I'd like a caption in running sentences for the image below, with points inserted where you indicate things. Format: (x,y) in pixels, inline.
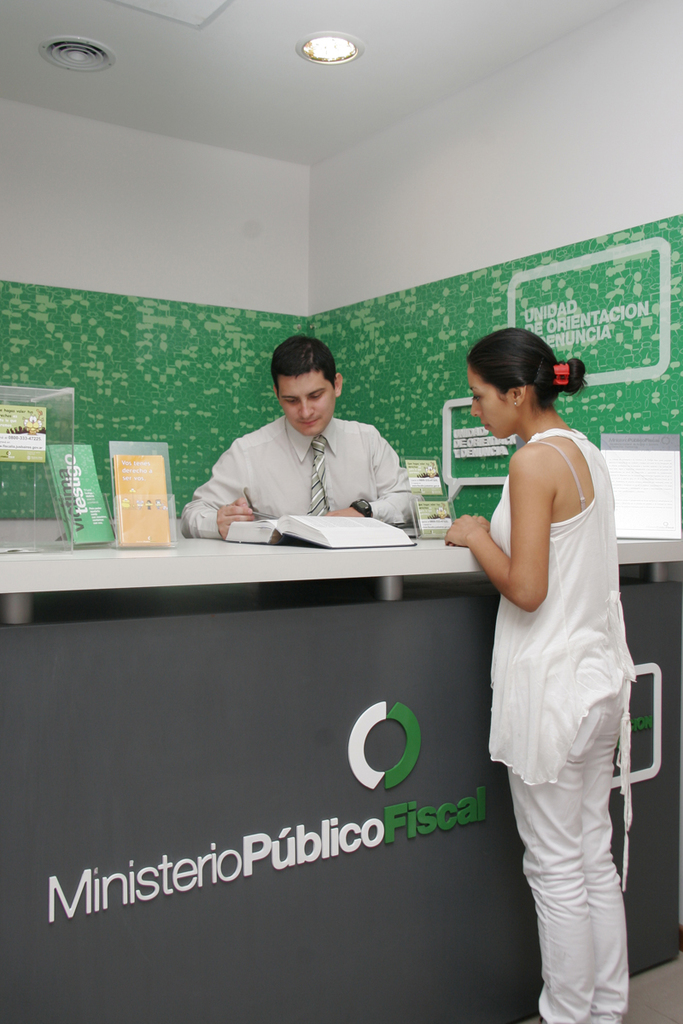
In this image we can see a man (400,472) and a woman (569,636) standing beside a table (394,579) containing a book (334,527), a glass container (63,526) and some boards (86,536) on it. On the bottom of the image (400,748) we can see a board (60,787) under a table (360,561) containing some text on it. On the backside (631,347) we can see a wall (535,224) with some text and a roof (235,31) with a ceiling light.
